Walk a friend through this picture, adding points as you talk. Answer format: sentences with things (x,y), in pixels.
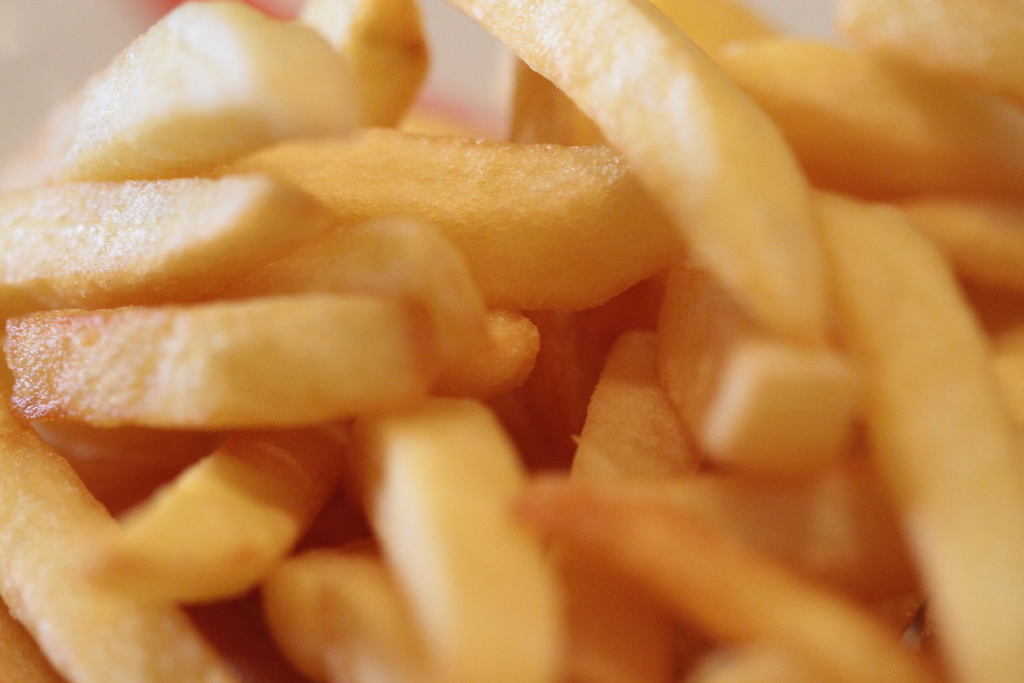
There are potatoes chips (173,85) arranged. And the background (35,60) is white in color.
